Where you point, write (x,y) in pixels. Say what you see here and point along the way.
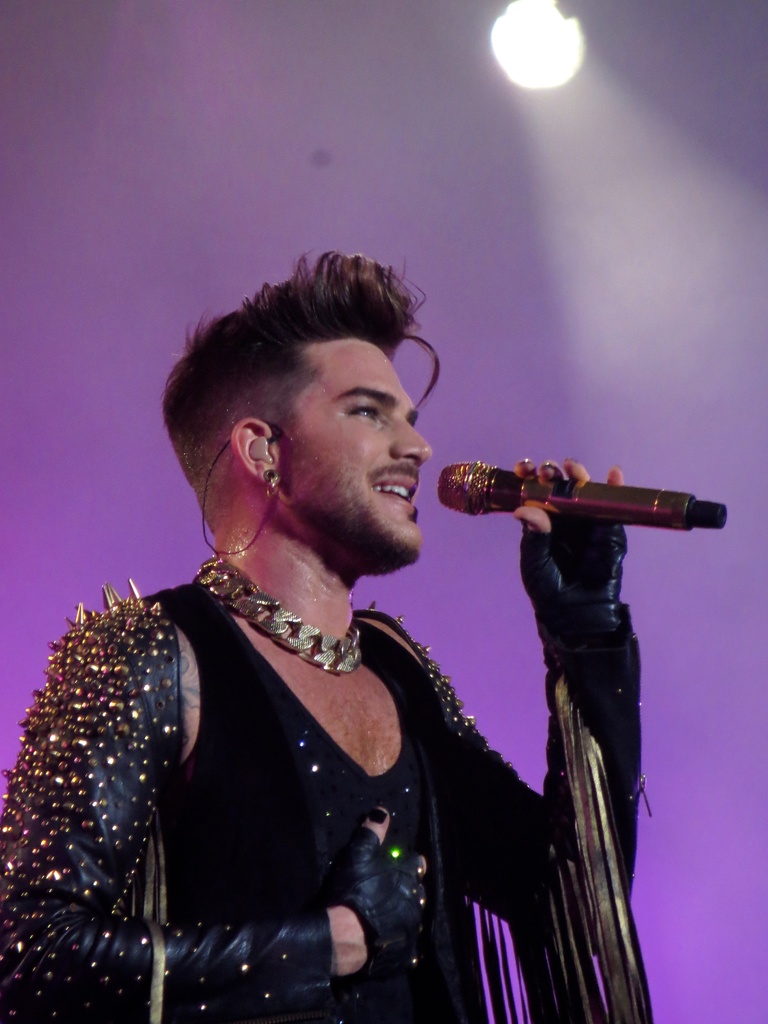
In the image there is a man (293,524) with black vest (301,788) and jewellery (254,618) holding a mic (488,490), he seems to be a pop star (363,322), over the top there is a light (543,68) and the background (458,278) is in purple color.
